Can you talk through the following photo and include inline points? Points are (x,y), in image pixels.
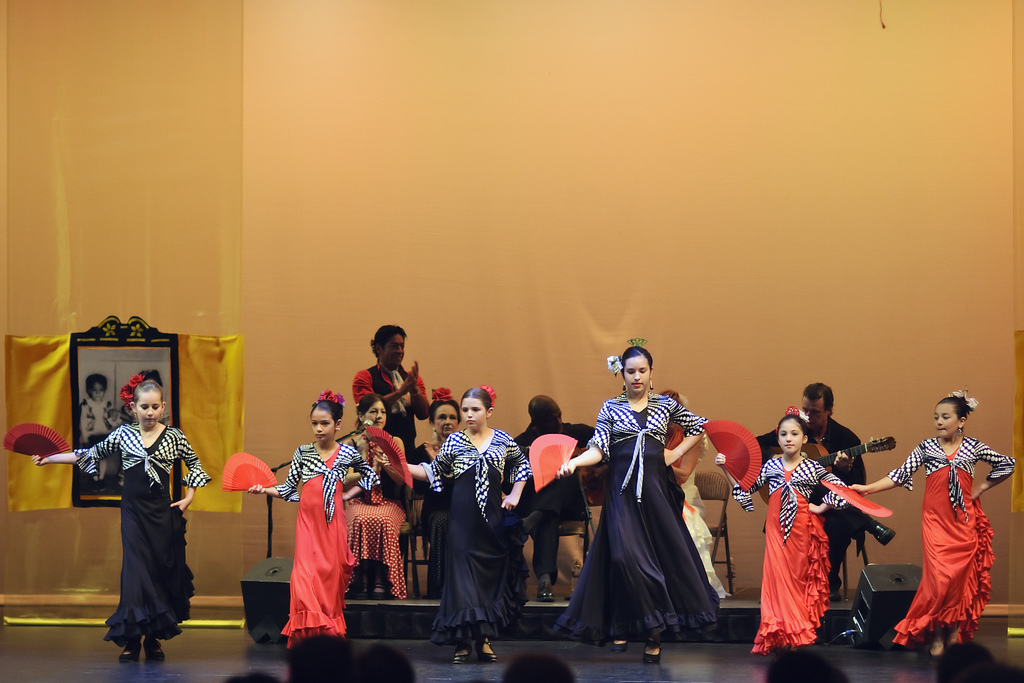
In the picture we can see some girls (154,464) are dancing with different costumes (140,463) and behind them, we can see some men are sitting on the chairs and playing musical instruments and one man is standing and clapping and behind them we can see a wall (799,256) with a photo frame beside them with a person image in it.
